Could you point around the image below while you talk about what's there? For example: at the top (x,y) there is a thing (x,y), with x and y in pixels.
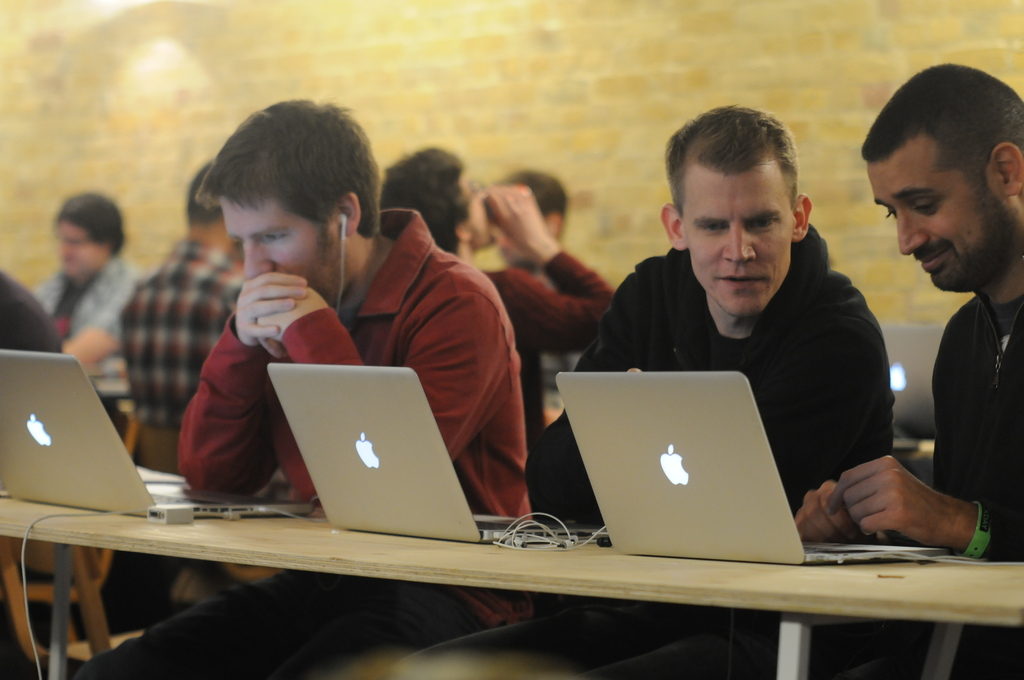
In this picture we can see group of peoples (800,333) sitting on chairs (175,430) and in front of them we have table (795,581) and on table (751,593) we can see laptop (630,508), wires (513,531), chargers (157,516) and in background (468,50) we can see wall (415,117).
